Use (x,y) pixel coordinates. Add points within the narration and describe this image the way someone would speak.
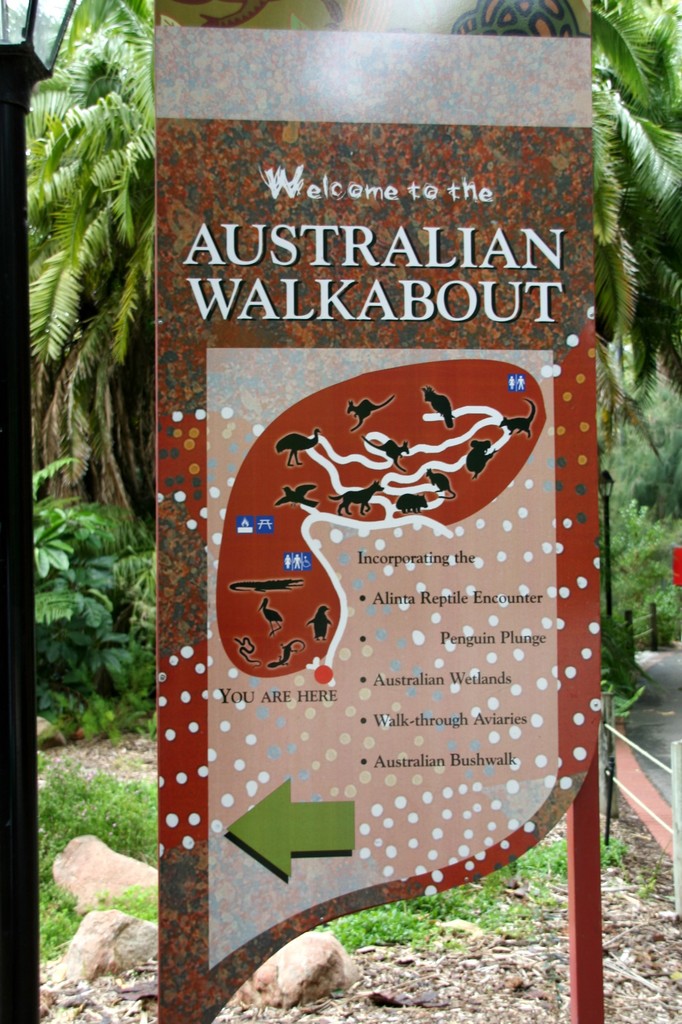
In this image we can see a board (427,556). There is some text (271,698) and figures (323,809) on it. Left side of the image (8,781), we can see a pole (13,302) with light (6,20). Background (676,152) there are so many trees (636,128), plants (620,704), poles (612,733), stones (84,861), road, fencing (608,698) we can see.
